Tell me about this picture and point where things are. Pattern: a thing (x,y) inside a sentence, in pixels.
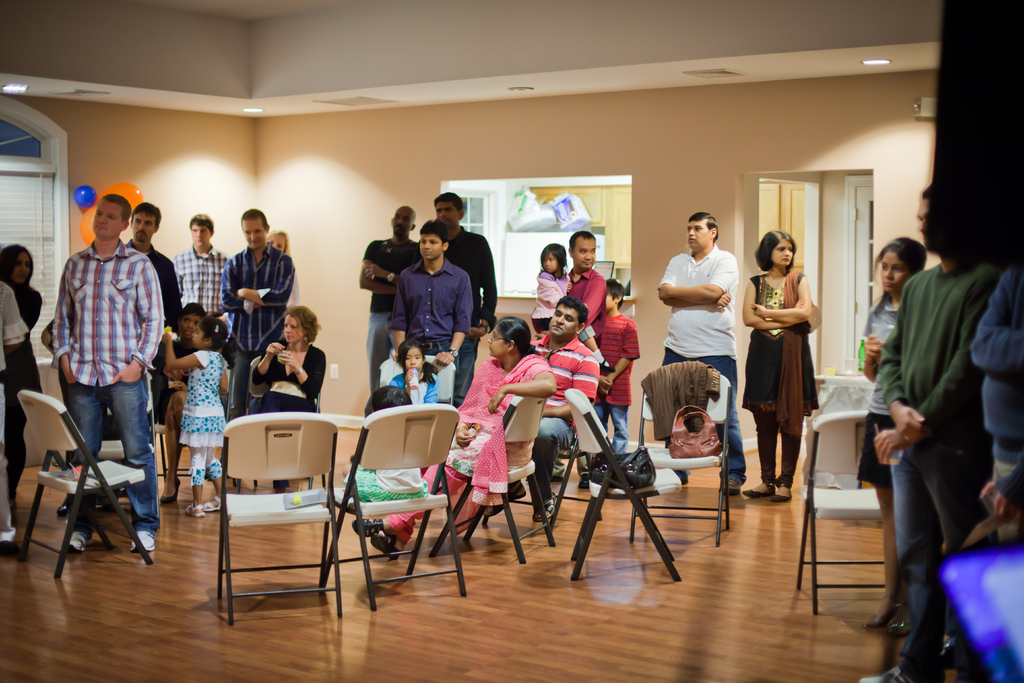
In this picture there are a group of people (394,223) standing and sitting. There are some chairs (422,534) and there is a wooden floor (581,622), to ceiling (176,55) there are lights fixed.
